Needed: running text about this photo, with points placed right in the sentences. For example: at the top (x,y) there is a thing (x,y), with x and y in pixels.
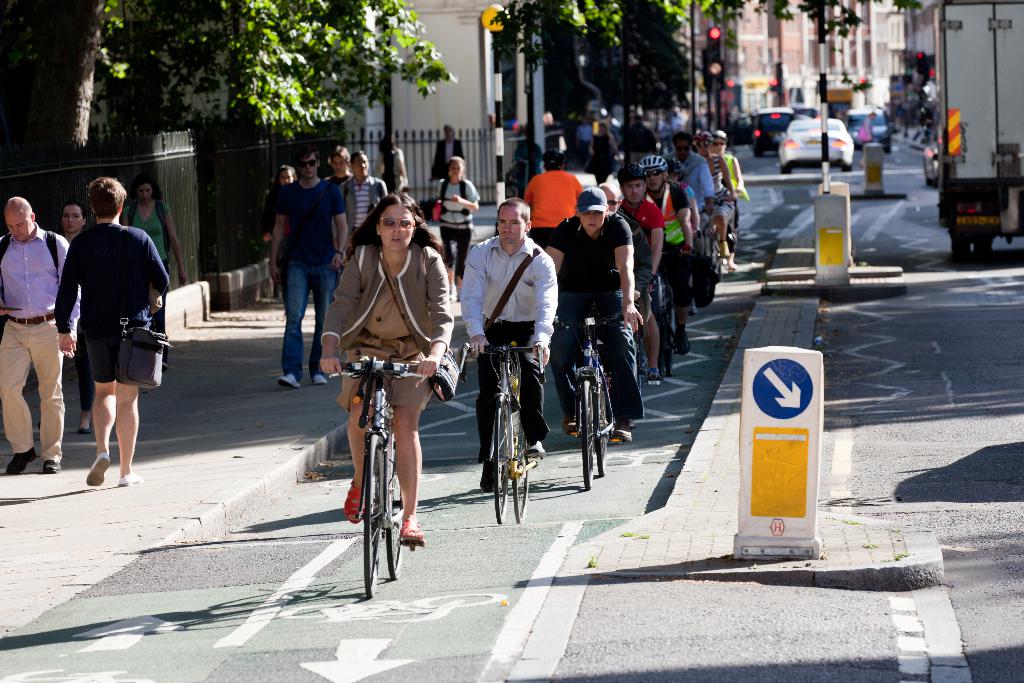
In this image I can see number of people (385,177) where few of them are cycling. In the background (126,106) I can see few trees (652,85), vehicles (880,120) and buildings (756,34).
